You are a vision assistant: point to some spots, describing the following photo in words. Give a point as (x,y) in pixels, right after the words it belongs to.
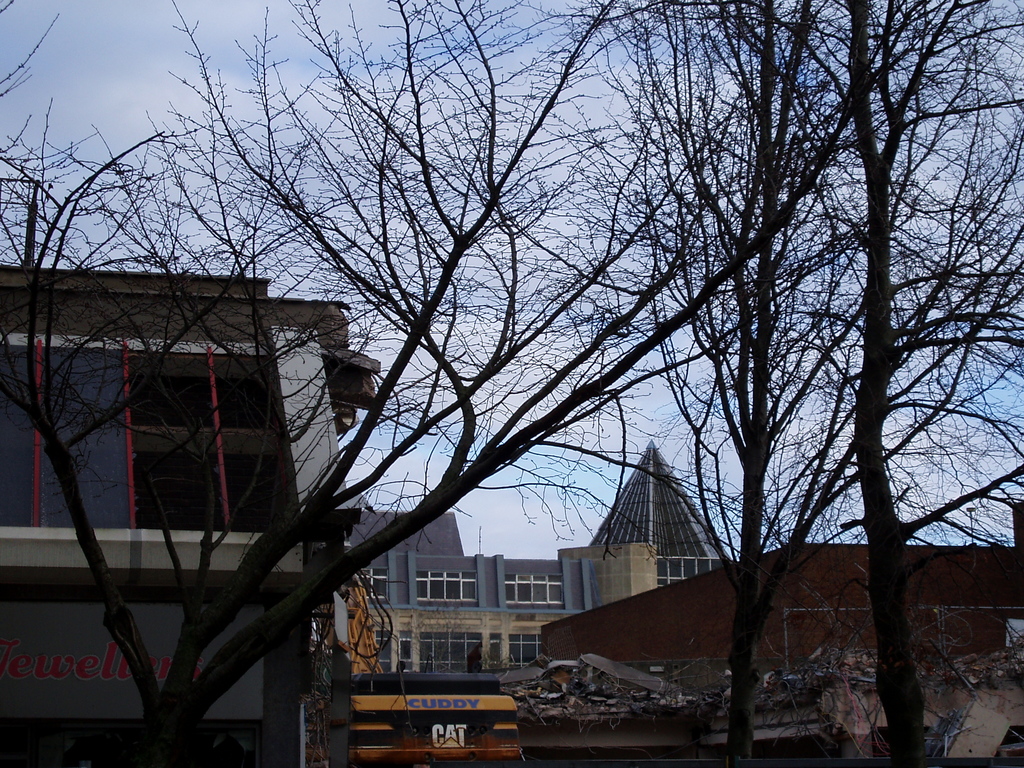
In this picture we can see trees (200,609), buildings (674,626) and vehicle (407,684). In the background of the image (542,491) we can see the sky (581,476).
